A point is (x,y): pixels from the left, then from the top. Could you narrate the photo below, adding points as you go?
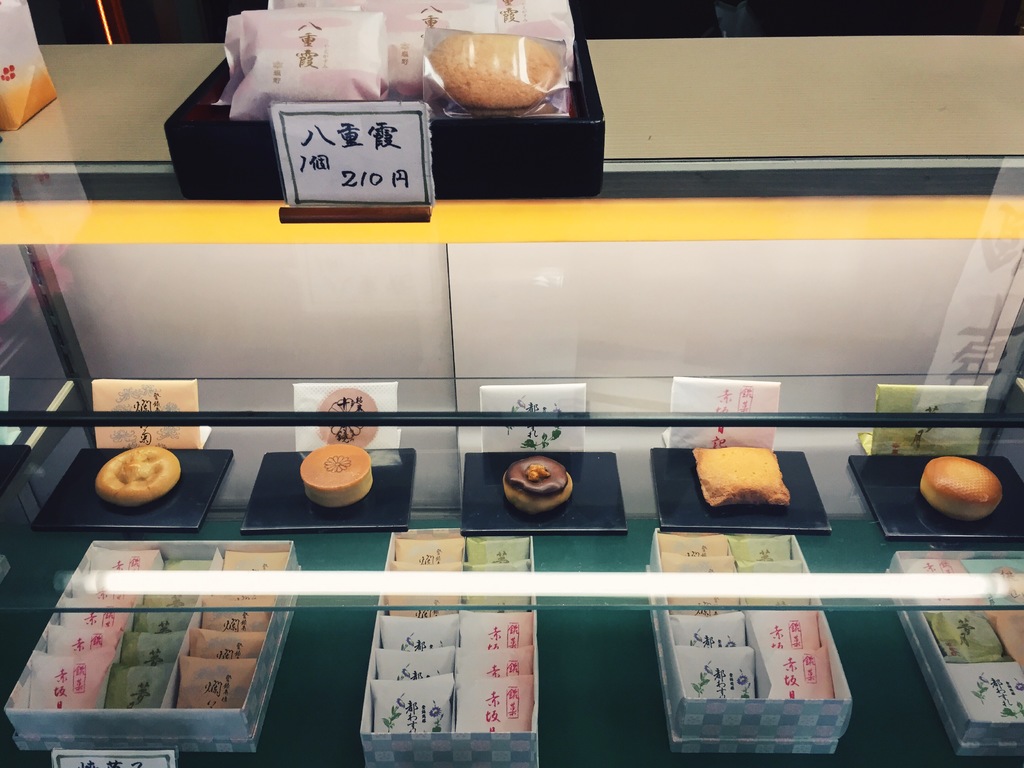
In this image here is a display table (83,103) having few food items (982,503) kept on the plates (408,502). Few packets (151,664) are kept in the boxes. On the table (668,118) there is a tray (533,121) having few food packets (358,90) on it. Before it there is a price board (348,193). Left top there is a box (21,102) on the table (95,119).
